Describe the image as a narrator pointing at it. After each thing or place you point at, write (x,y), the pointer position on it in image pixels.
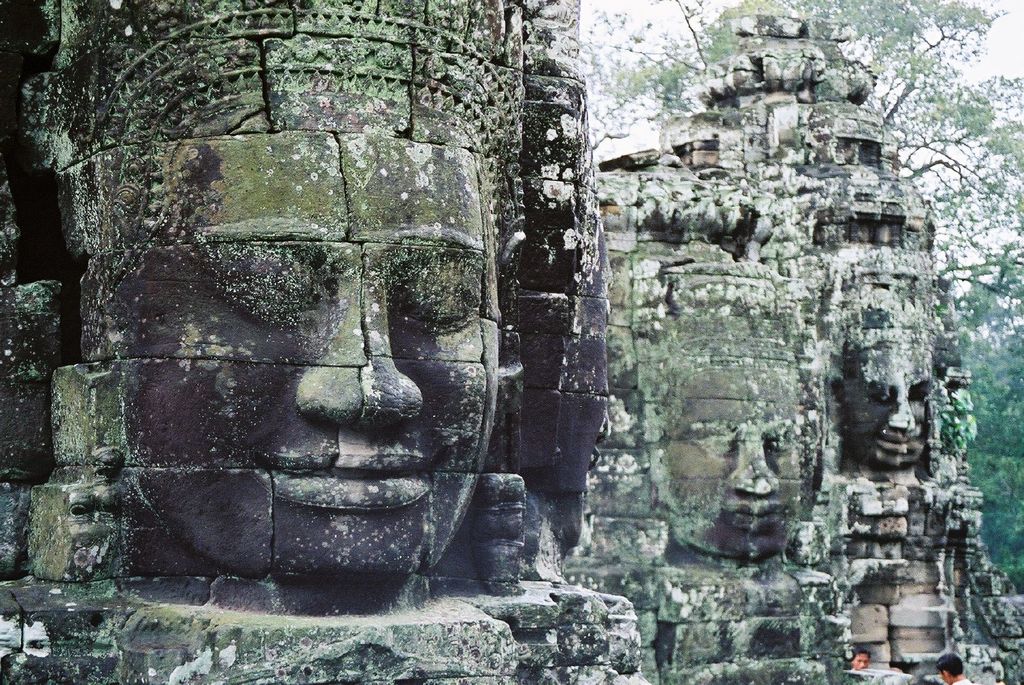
In this image there are sculptures (366,421), persons (942,659) and trees (1007,418).
